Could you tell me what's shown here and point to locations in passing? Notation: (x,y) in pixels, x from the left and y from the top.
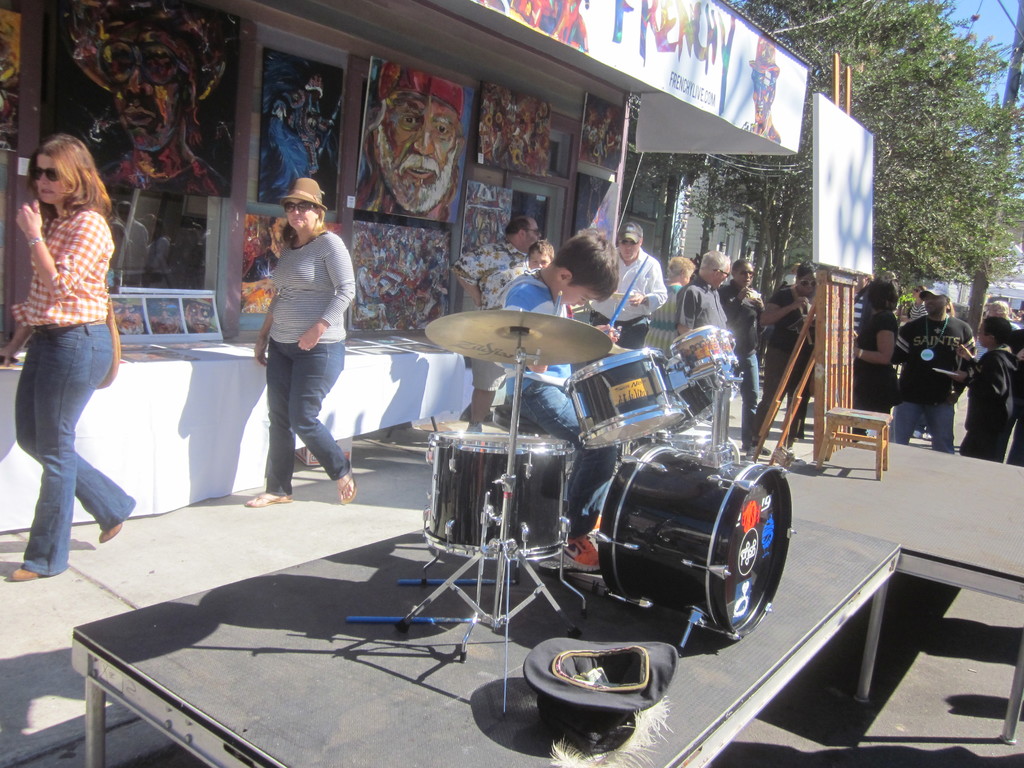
At the top (834,37) we can see sky (987,15), trees (944,147). Here we can see painting frames (457,199) in a store (557,199). We can see few persons (898,354) standing near to the platform (924,461) and walking. We can see a boy (593,300) sitting on a chair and playing drums (627,510). This is a hat (618,708) in black colour on a platform (527,640). Here we can see a stool (846,415).
